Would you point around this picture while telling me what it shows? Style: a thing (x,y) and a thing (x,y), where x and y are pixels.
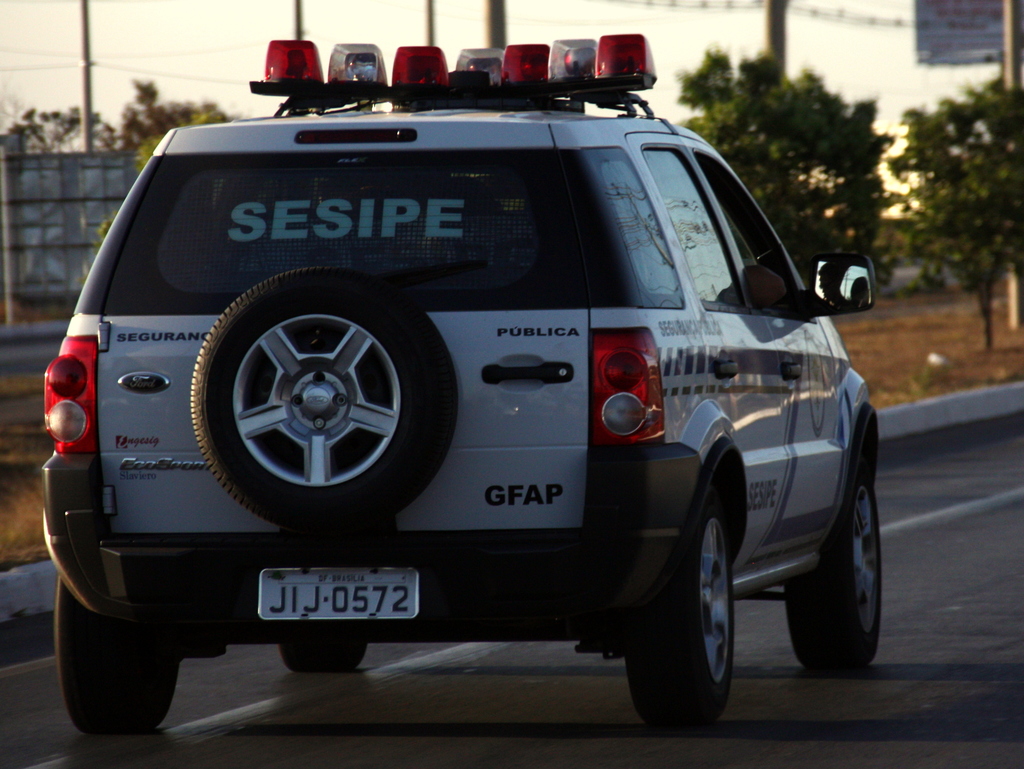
In this image we can see a car (692,553) on the road (301,768). In the background (64,241) we can see grass (886,367), board (958,18), hoarding (98,205), poles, trees (780,193), and sky (734,31).
